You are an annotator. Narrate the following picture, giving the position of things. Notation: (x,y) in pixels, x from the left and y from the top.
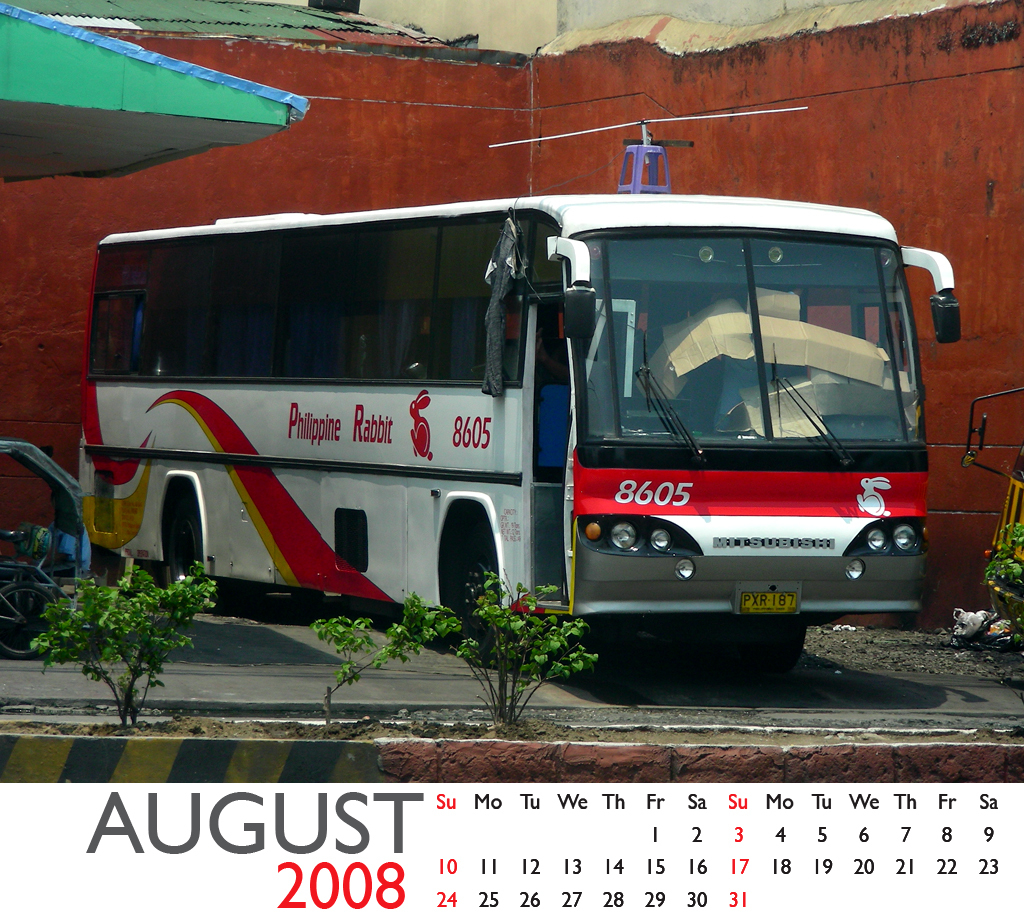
In the foreground (519,619) I can see the plants (413,643) on the side of the road (541,736). In the background (415,355), I can see a bus (499,522) on the road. I can see a vehicle (15,613) on the left side (23,587). I can see the dates (491,860), month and year (382,867) at the bottom of the picture (490,857).
